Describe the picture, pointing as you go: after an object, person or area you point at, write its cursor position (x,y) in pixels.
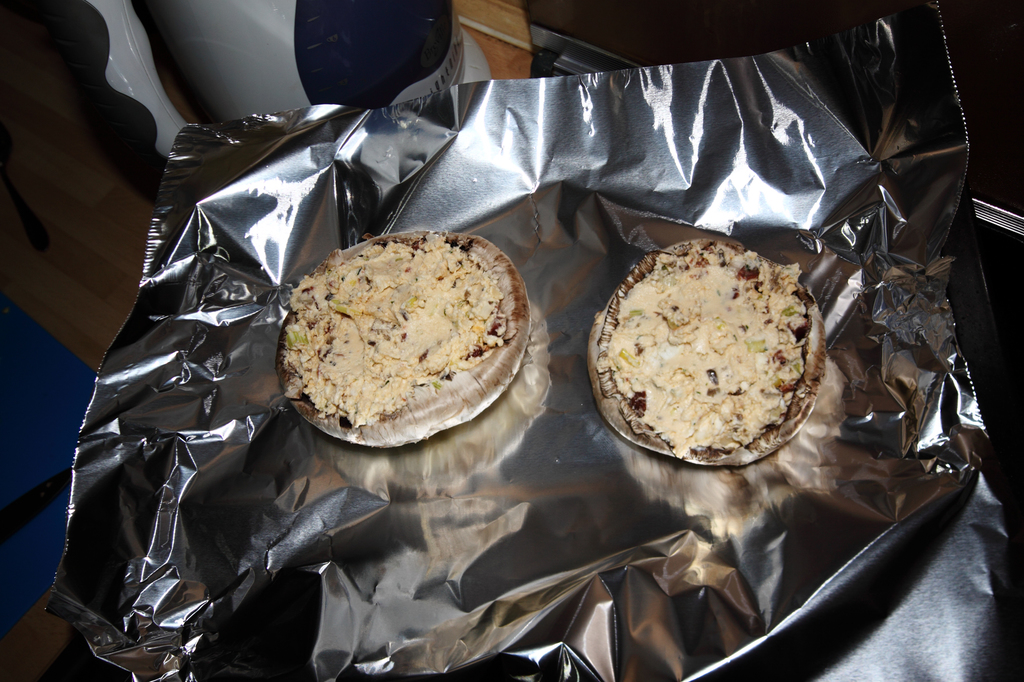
In this image I can see food item (380,368) in the aluminium sheet (589,208).
